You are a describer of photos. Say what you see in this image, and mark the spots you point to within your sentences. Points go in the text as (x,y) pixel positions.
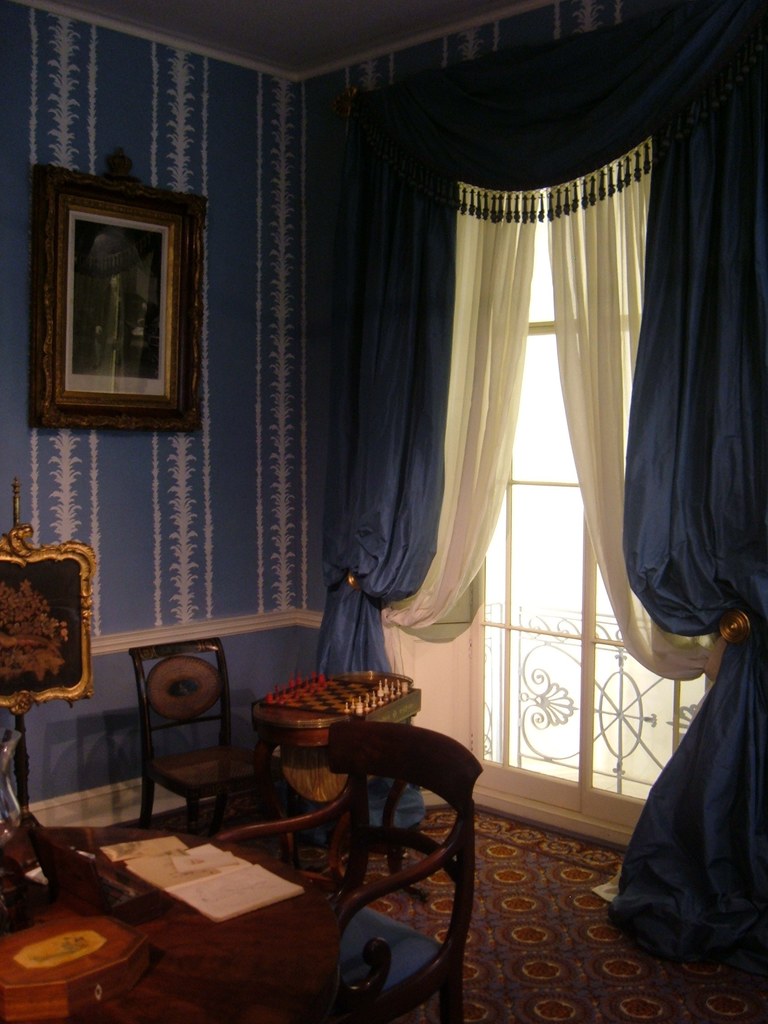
In this picture we can see chairs (222,683) and a table (162,1018) with a box (16,1000) and books (162,879) on it, frame (145,242) on the wall (281,395), chess board (304,694), window (534,667) with curtains (624,201).
